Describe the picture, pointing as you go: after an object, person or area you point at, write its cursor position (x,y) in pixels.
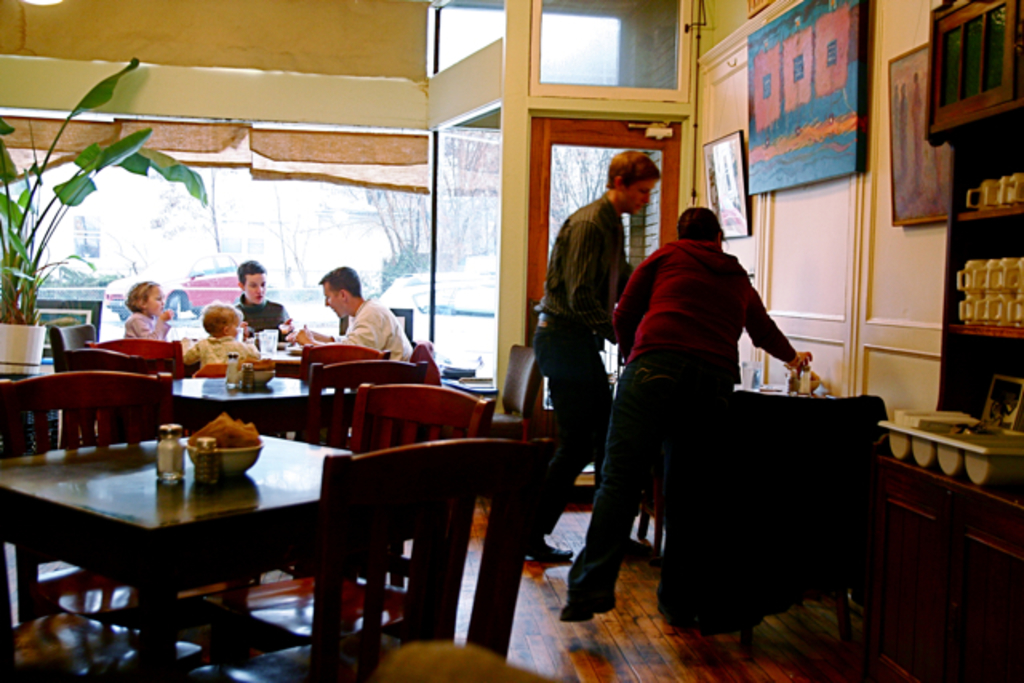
There are so many chairs (91,396) and table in a room (699,135) and a photo frame (760,165) on wall (724,126). Behind them there is a shelves (998,148) with coffee cups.
